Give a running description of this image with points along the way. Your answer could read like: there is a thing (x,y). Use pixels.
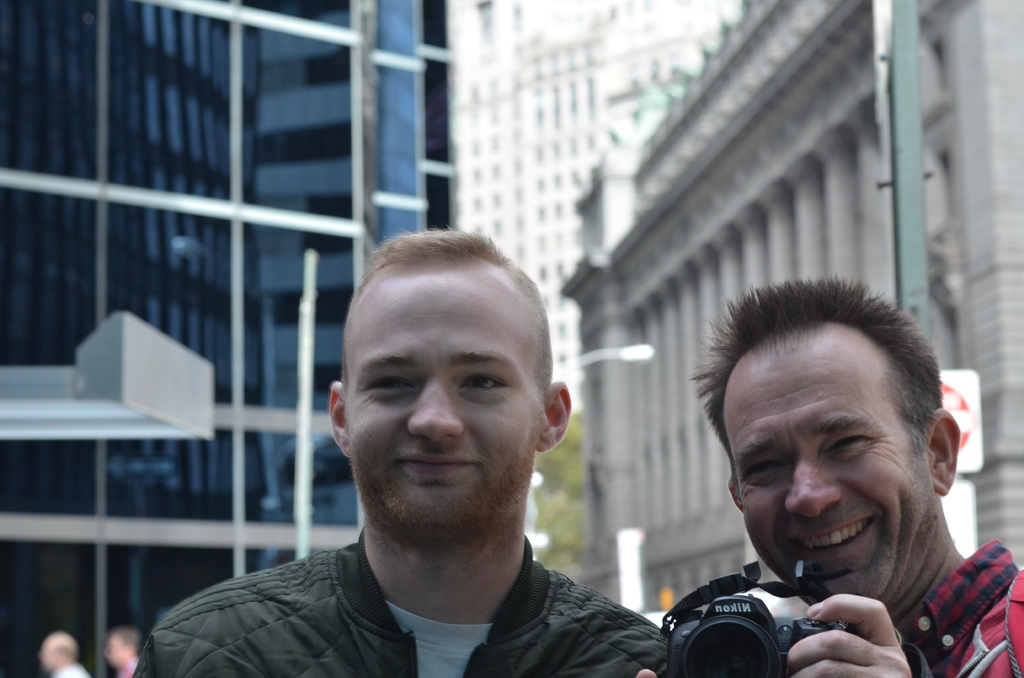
In this image there are two persons (482,565) one, two having smile (852,546) on their faces (463,499) the person (819,526) in the right (876,568) with red colour shirt (931,649) is holding a camera (743,633). In the background (402,178) there is a glass window (331,157) and building (268,215) with a glass (271,229) on the left side (298,225), on the right side (812,211) the building (743,272) with a bricks (761,206) and in the center (571,451) there are some trees (568,475) and the street light (623,356) the right side (963,409) there some sign board (966,424) which is visible.
